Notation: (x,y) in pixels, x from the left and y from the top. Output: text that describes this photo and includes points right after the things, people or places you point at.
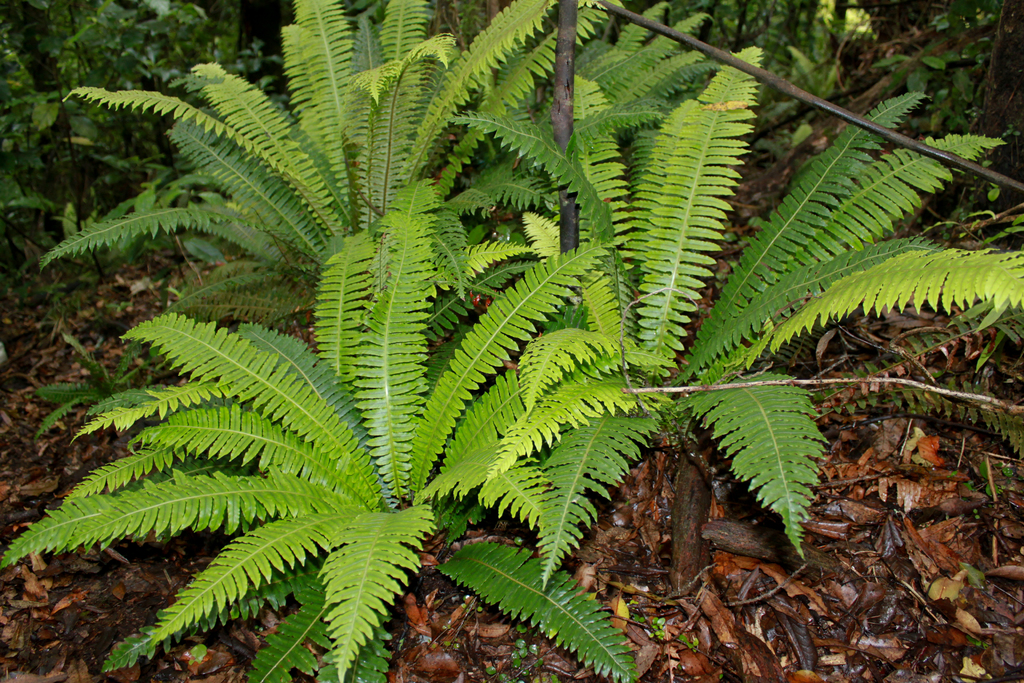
In this image we can see some plants (330,218) and in the background (557,70), we can see two pipes (937,154).
